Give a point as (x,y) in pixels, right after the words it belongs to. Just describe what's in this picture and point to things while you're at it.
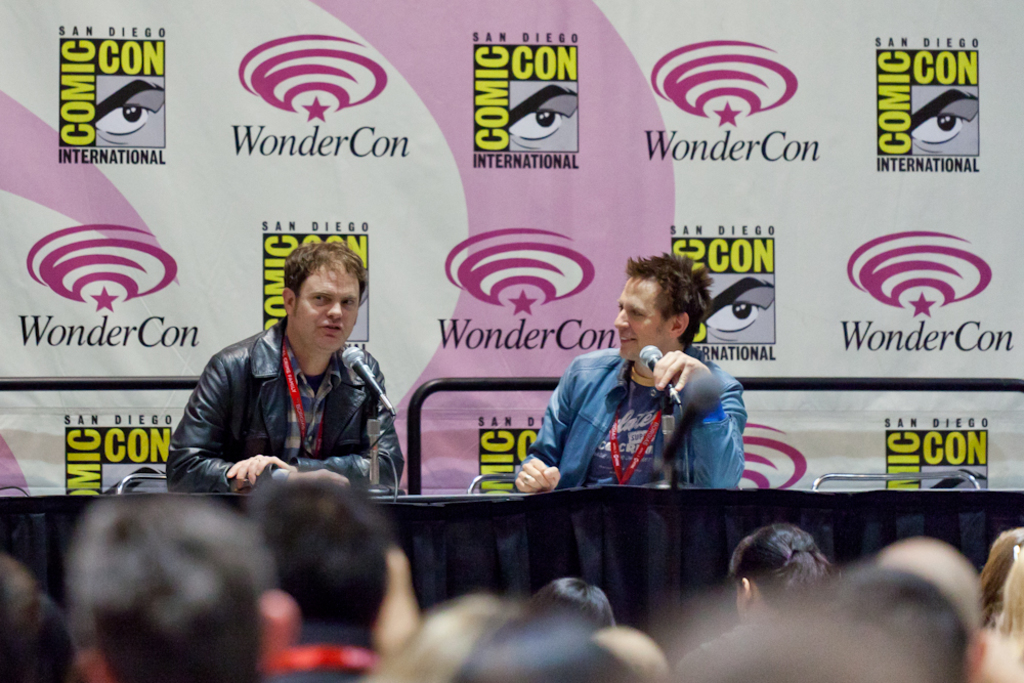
In this picture we can see a group of people (337,620). In front of them we can see two men (654,315), mics (675,403), cloth (879,534), chairs (934,474) and a banner (468,479).
